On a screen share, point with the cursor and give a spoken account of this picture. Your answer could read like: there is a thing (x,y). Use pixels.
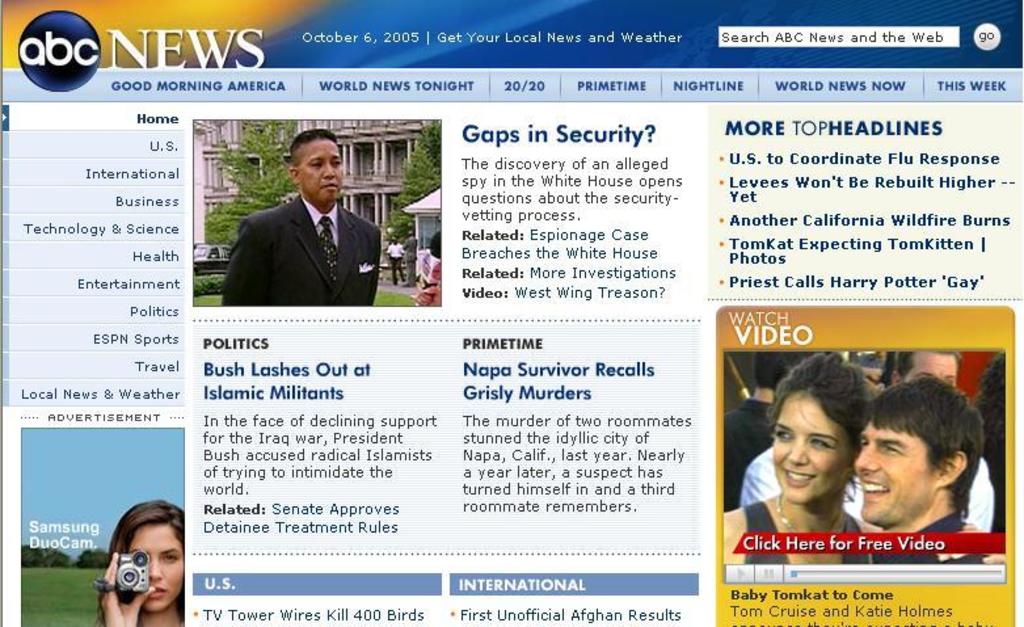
In this image we can see home page (249,179) of a website (269,197) in which there are some words (502,392) written, there are some pictures (309,249).
